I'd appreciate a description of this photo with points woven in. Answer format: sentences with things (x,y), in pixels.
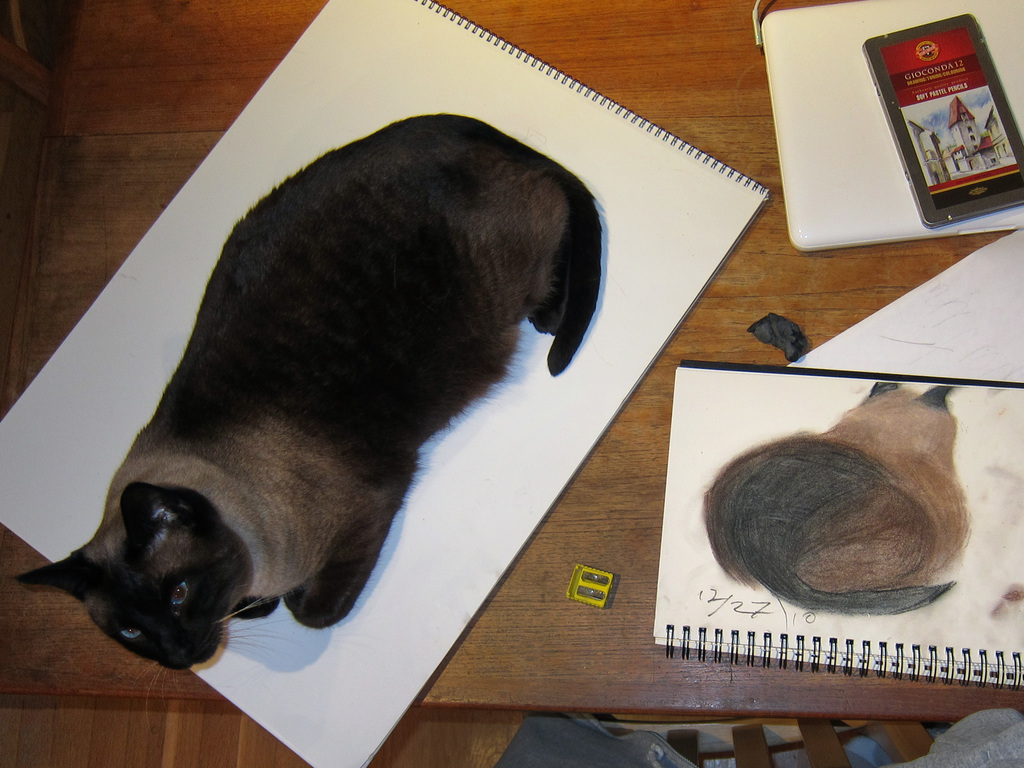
There is a cat (312,364) in black and brown color combination sitting on the white color page (153,265) of book (542,73) which is on the table (64,315) on which, there are other books (952,585) and other objects (848,60).
